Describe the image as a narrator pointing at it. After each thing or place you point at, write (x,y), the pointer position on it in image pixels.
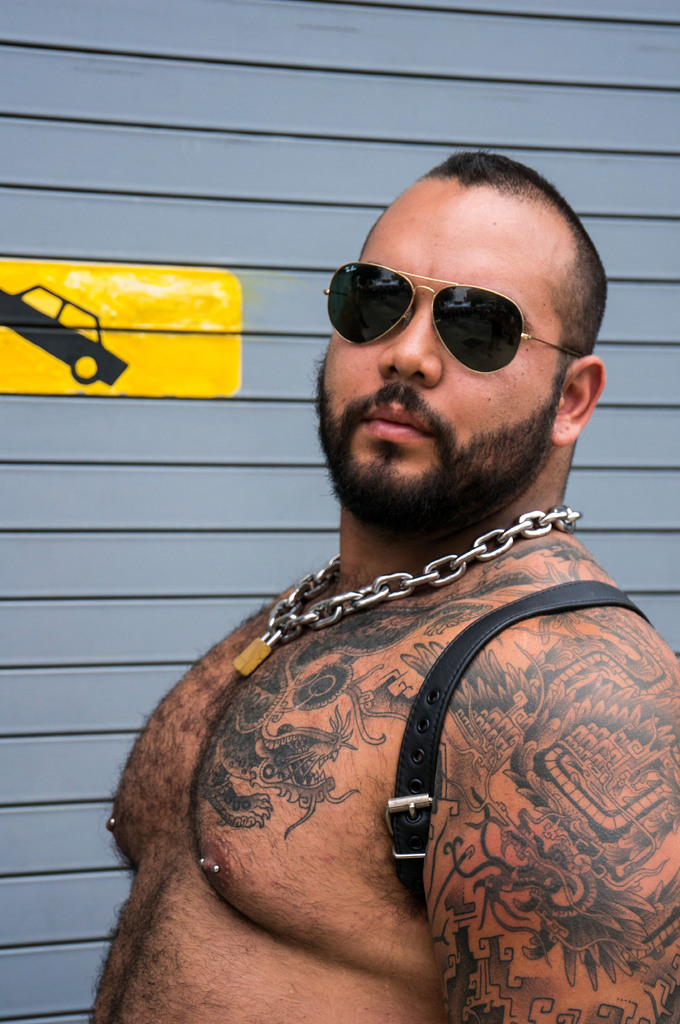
In the background (145,185) we can see the painting (239,305) on the wall (253,322). In this picture we can see a man (471,239) wearing goggles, metal chain (292,614). We can see strap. We can see the tattoos (428,607) on his body (535,584).
